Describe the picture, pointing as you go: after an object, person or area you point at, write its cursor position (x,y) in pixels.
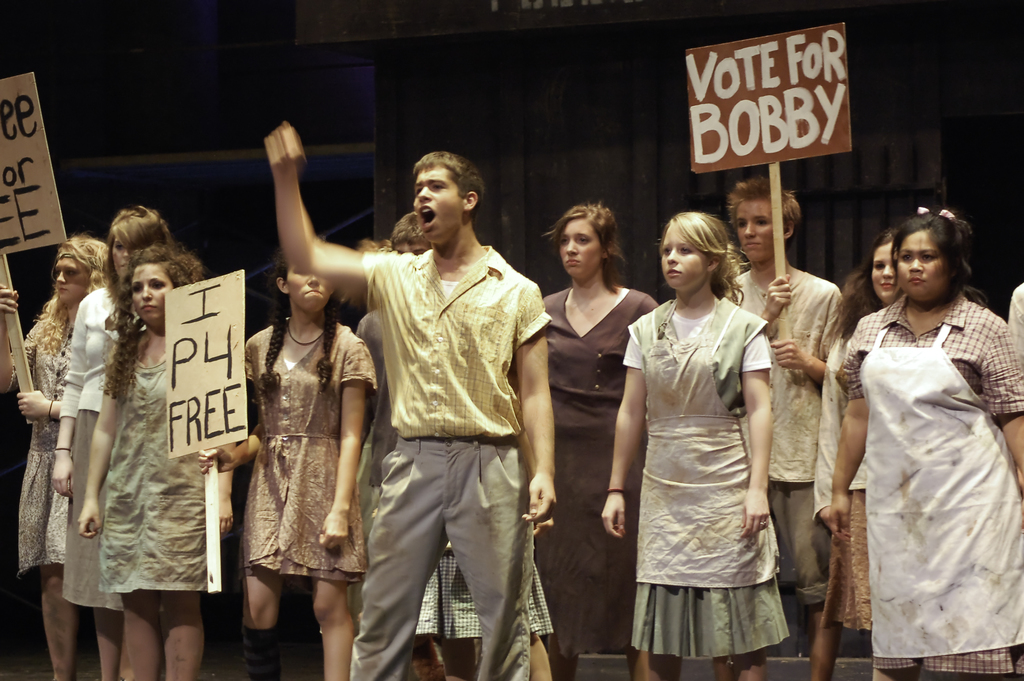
In the image there are a group of people (557,477) and some of them are holding few boards (233,377) in their hands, it looks like they are protesting against something.
